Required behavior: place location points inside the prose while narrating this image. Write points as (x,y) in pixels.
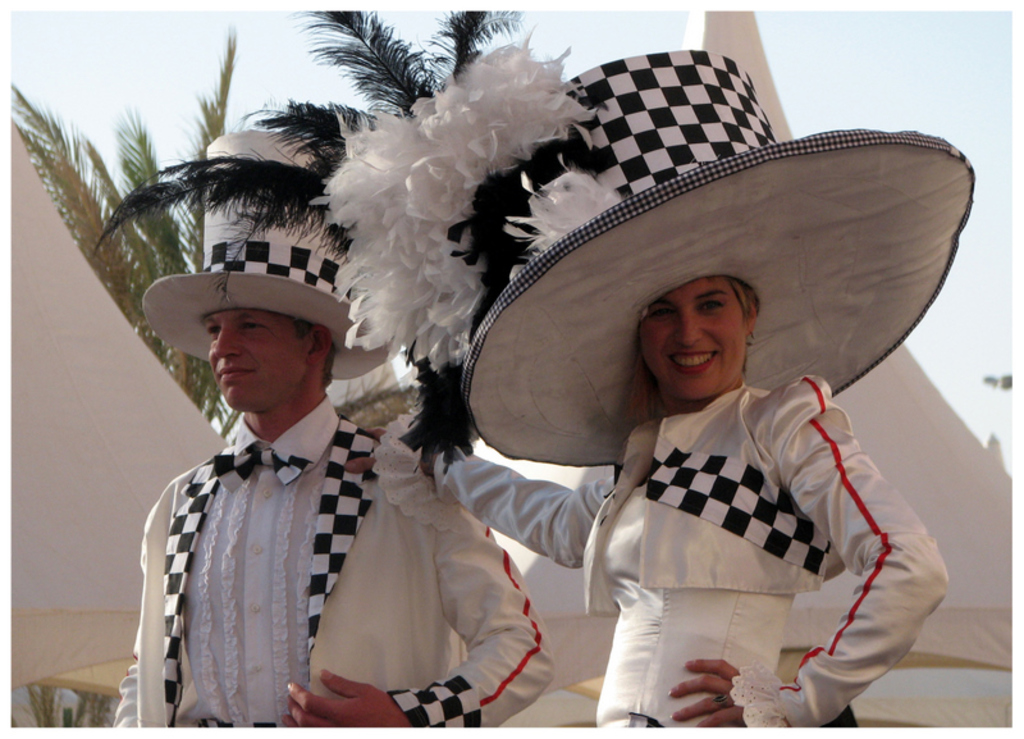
In the foreground (541,176) I can see two persons (523,486) in a costume (574,417). In the background (956,508) I can see trees (197,237), tents (988,486) and the sky (870,53). This image is taken may be during a day.
